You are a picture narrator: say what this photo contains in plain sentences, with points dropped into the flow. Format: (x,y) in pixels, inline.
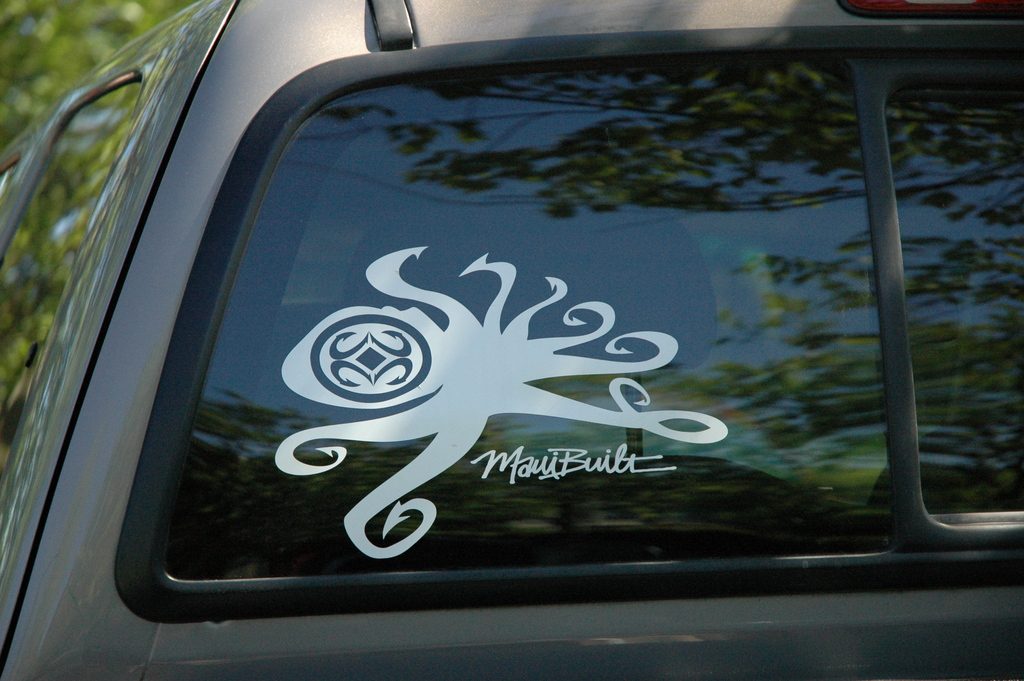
In this image I can see a grey color vehicle (240,161) and a glass (541,330). I can see a white color sticker (406,317) attached to it. Back I can see few trees (35,50).
